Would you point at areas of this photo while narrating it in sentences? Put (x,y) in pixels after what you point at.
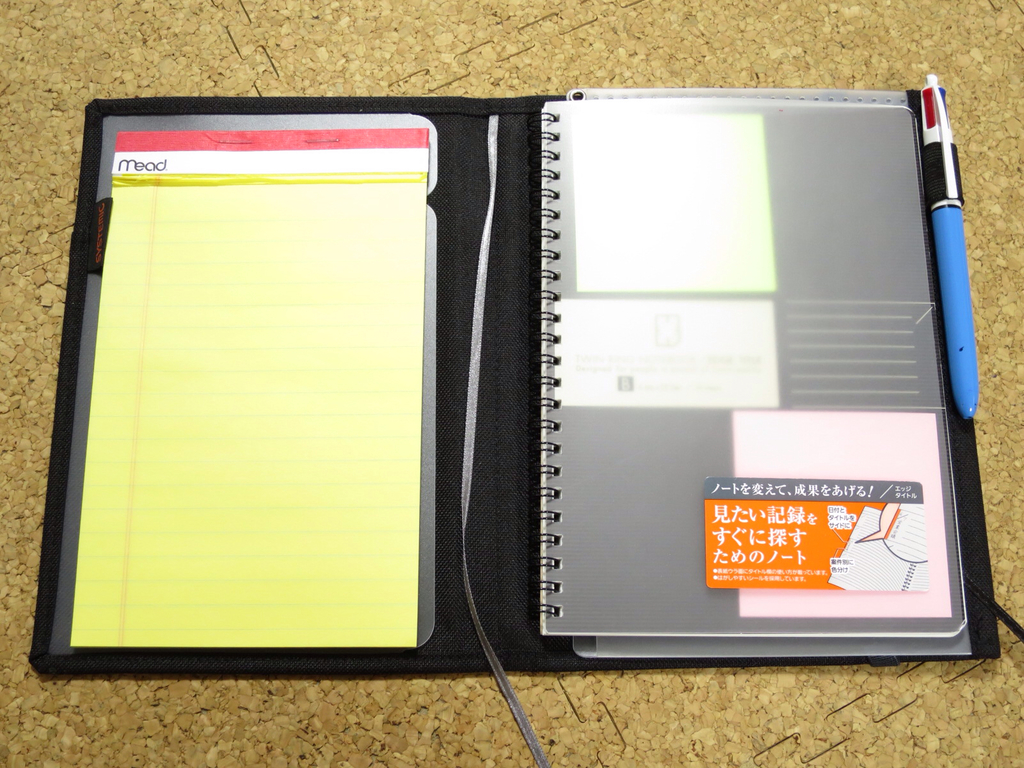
In this picture we can see a diary (537,371) and a pen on the platform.
